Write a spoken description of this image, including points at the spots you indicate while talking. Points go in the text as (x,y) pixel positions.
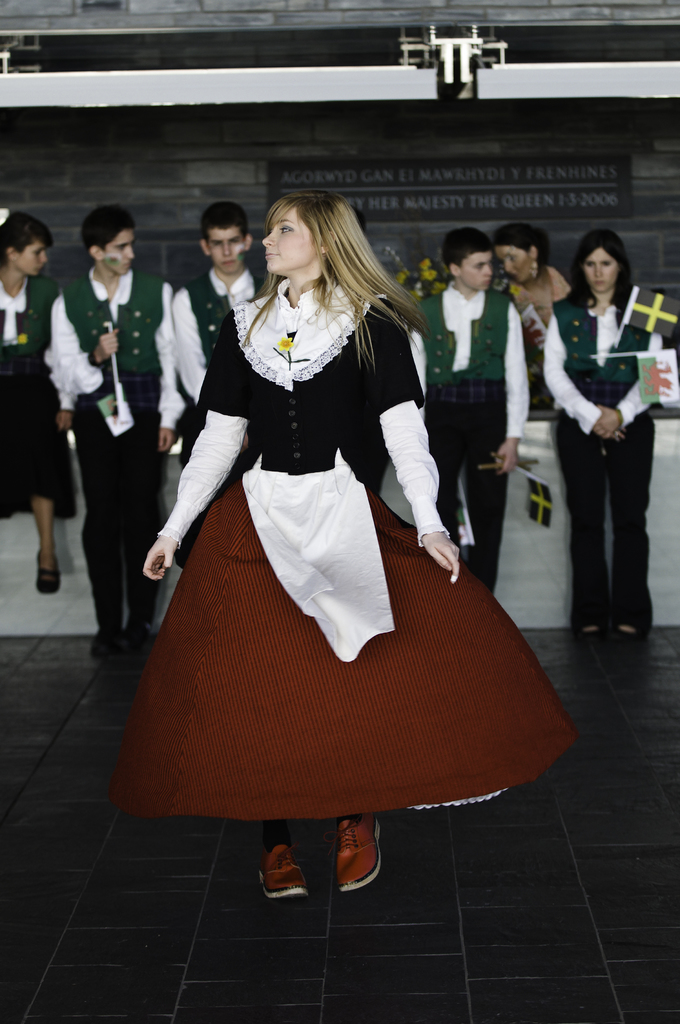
The woman (322,455) in the middle of the picture (334,494) wearing white and black dress (291,451) is standing and I think she is dancing. Behind her, we see many people (33,285) standing and they might be singing the song. Behind them, we see a table (555,513) which is covered with white cloth (533,455). Behind that, we see a black board (490,215) with some text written on it and this picture might be clicked on a program.
